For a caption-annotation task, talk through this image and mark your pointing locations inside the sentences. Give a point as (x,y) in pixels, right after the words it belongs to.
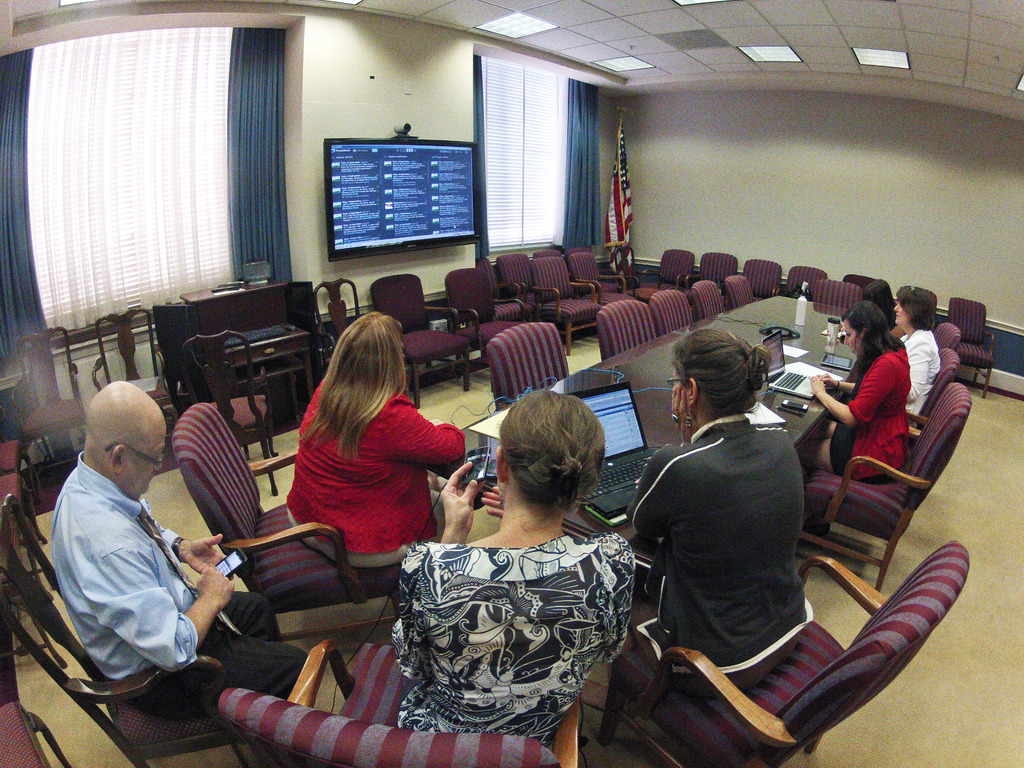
There are few people (376,516) sitting on the chairs (833,509). This is the table (664,341) with two laptops (799,388), water bottle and some things (782,330) on it. This is the screen (397,159) attached to the wall (365,116). This looks like a webcam (405,139). These are the empty chairs (480,287). This is a flag (611,218) hanging. These are the windows (564,182) with curtains (264,210).
